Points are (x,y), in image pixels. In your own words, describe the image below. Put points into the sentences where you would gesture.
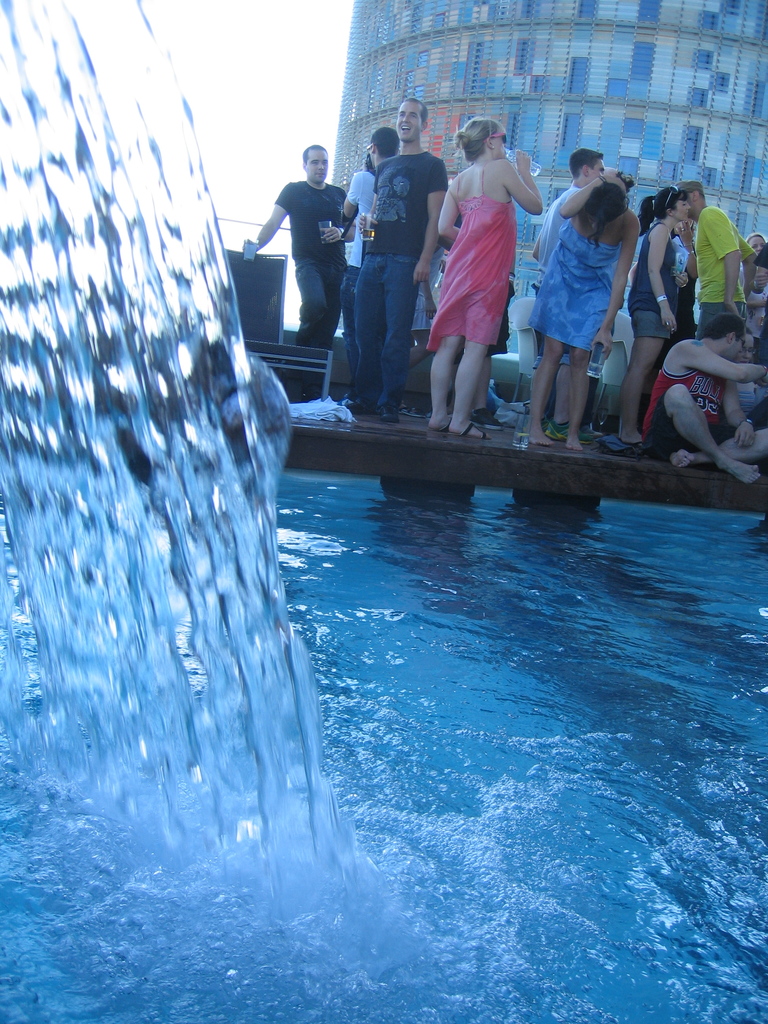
In the image there is water (226,727) in the foreground (45,838) and behind the water (20,725) there is a bridge (411,430) and on that there are few people (676,333).
